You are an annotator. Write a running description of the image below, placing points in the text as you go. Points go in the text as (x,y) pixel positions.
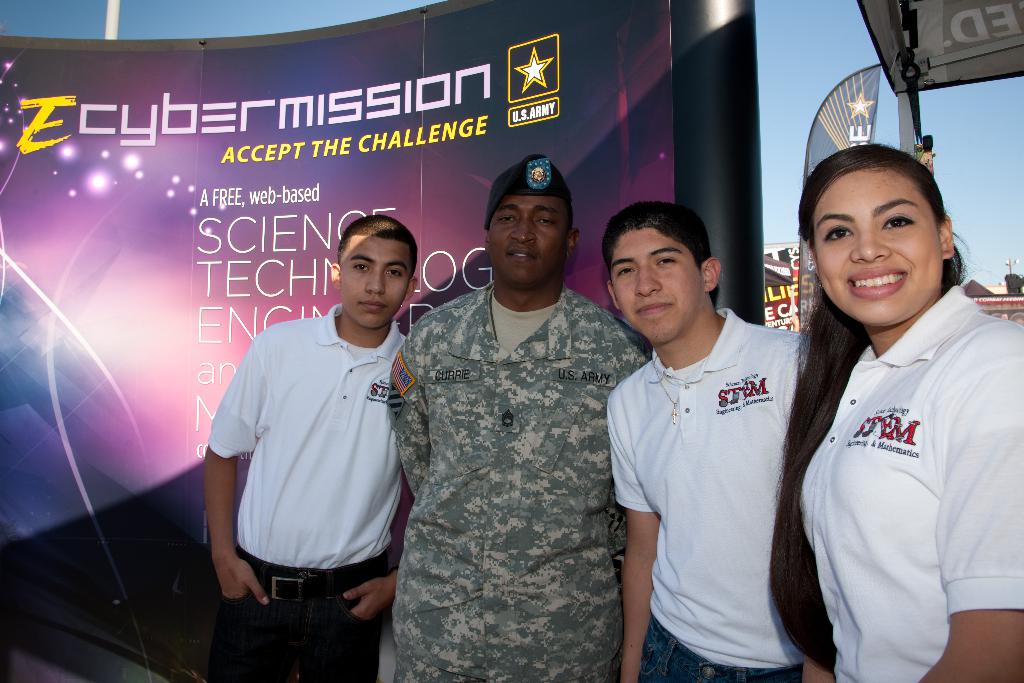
This image consists of 4 persons (490,540). Three of them are wearing the same dress (622,436). One is military dress (509,395). There is a banner (315,250) behind them. There is sky (762,108) at the top (774,121).
